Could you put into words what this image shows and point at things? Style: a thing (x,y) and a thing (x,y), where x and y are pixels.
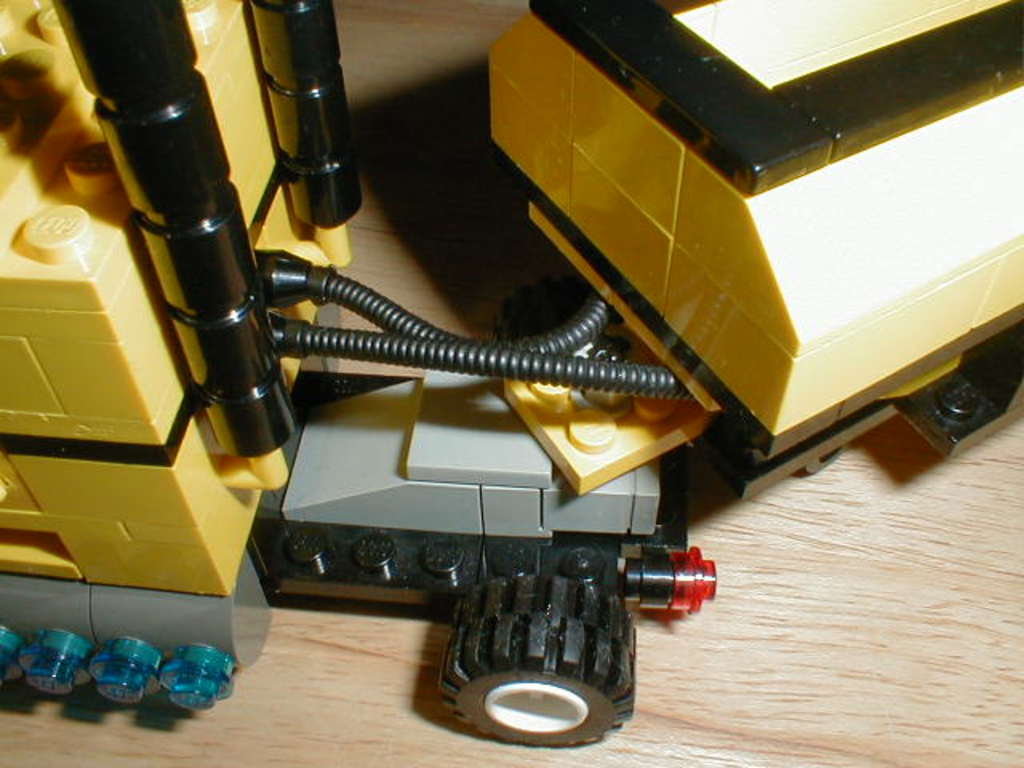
In this image there are lego toys (603,413). There is a trolley (753,265) which is made up of lego toys (826,272).
